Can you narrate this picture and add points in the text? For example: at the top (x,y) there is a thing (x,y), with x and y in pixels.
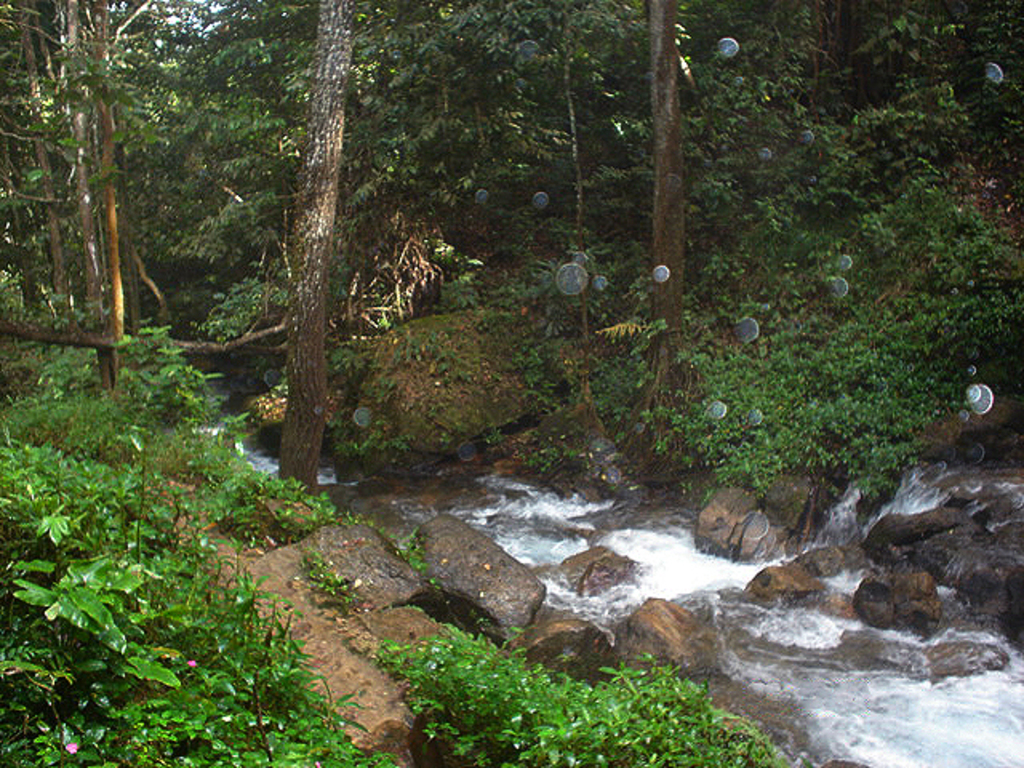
In this picture we can see plants (239,479), rocks (943,555), water (709,587), some objects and in the background (138,334) we can see trees (208,158).
